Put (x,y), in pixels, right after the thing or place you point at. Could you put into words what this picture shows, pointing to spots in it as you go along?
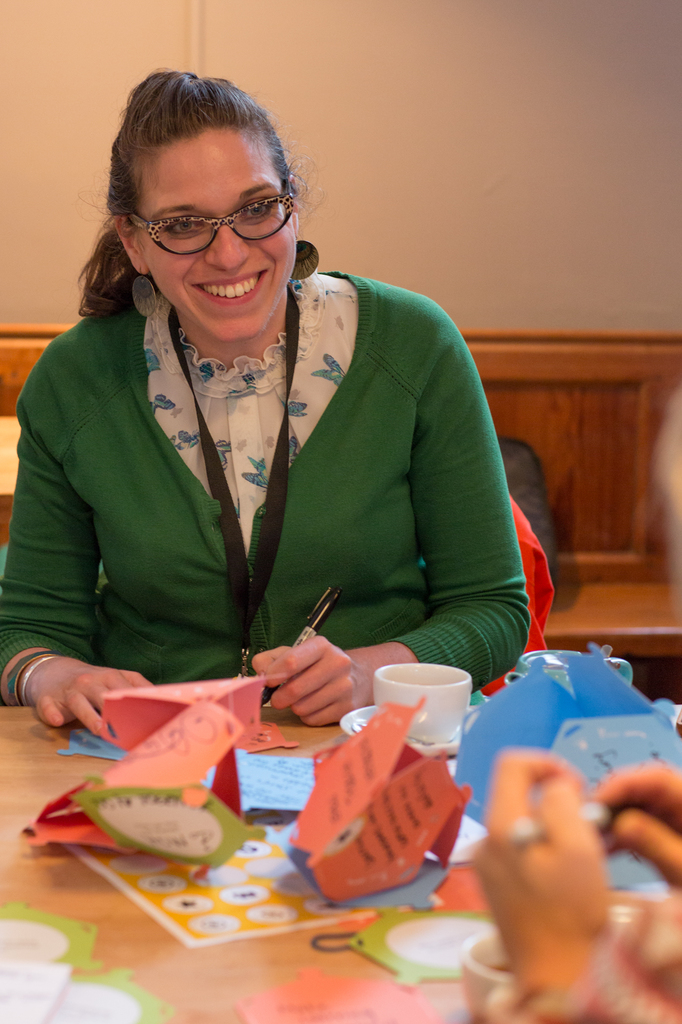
In this image I can see the person (213,499) sitting in-front of the table (8,798). The person (87,563) is wearing the green and white color dress (244,534) and also holding the pen (316,624). On the table (97,896) I can see many papers (356,857) which are in different color and the white color cup (443,722). In the background (504,355) there is a brown color bench (561,478) and the wall (340,60).
